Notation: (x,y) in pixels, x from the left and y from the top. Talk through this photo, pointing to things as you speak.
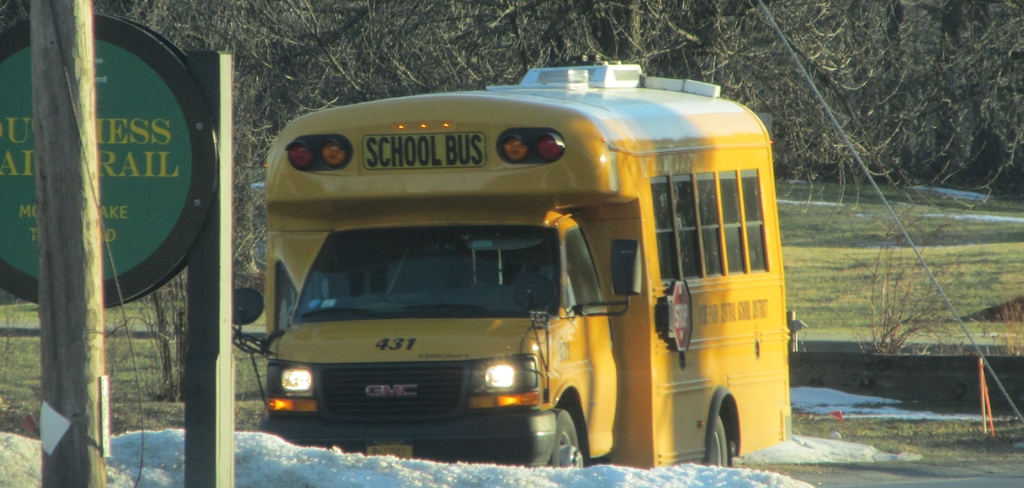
In this image I can see the vehicle (544,315) in yellow color. In front (173,204) I can see the board (188,206) attached to the wooden pole (229,182), background (779,74) I can see few trees (524,72).
